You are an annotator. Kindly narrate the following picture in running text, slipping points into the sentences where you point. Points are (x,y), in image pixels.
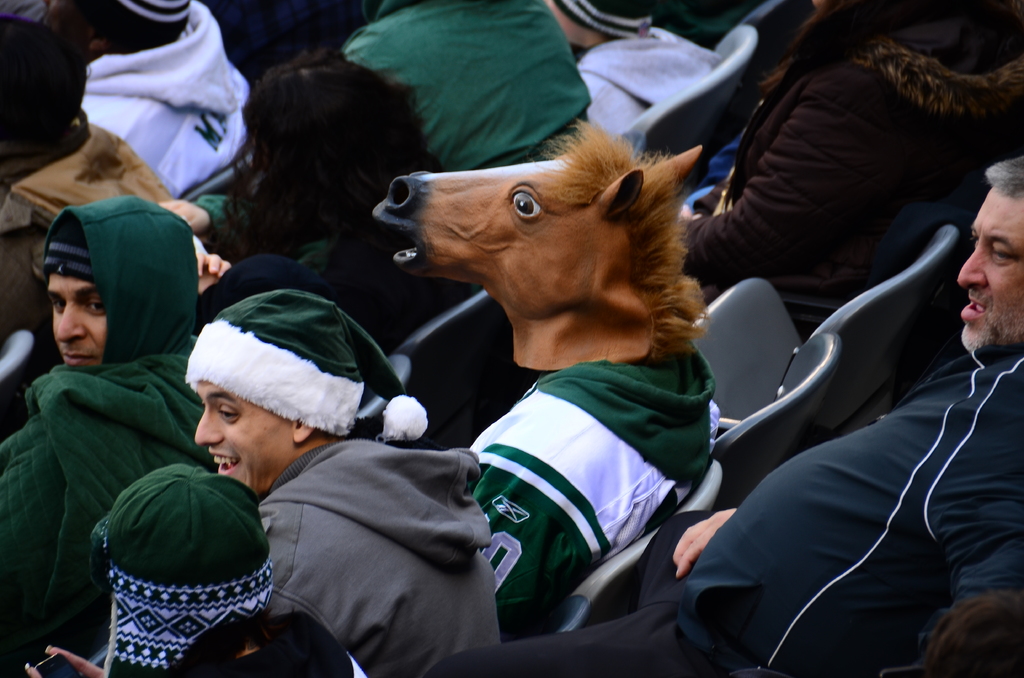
In the image we can see there are people (486,214) sitting, they are wearing clothes (395,281) and some of them are wearing cap (245,384). Here we can see a person (599,378) wearing the animal mask (537,321) and there are many chairs (738,388).
